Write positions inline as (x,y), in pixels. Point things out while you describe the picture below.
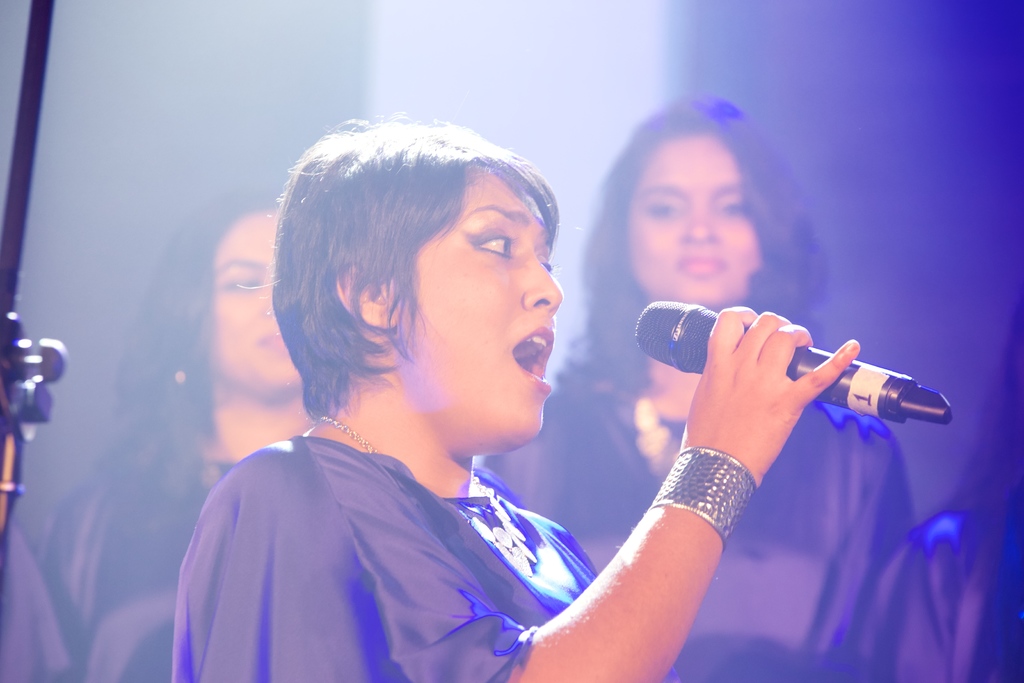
In this picture we can see three women (753,406) standing. In Front of the picture one women (505,236) with short hair style (413,198), she is holding a mike (865,382) in her hand (709,356) singing. She wore a bracelet (712,514).
